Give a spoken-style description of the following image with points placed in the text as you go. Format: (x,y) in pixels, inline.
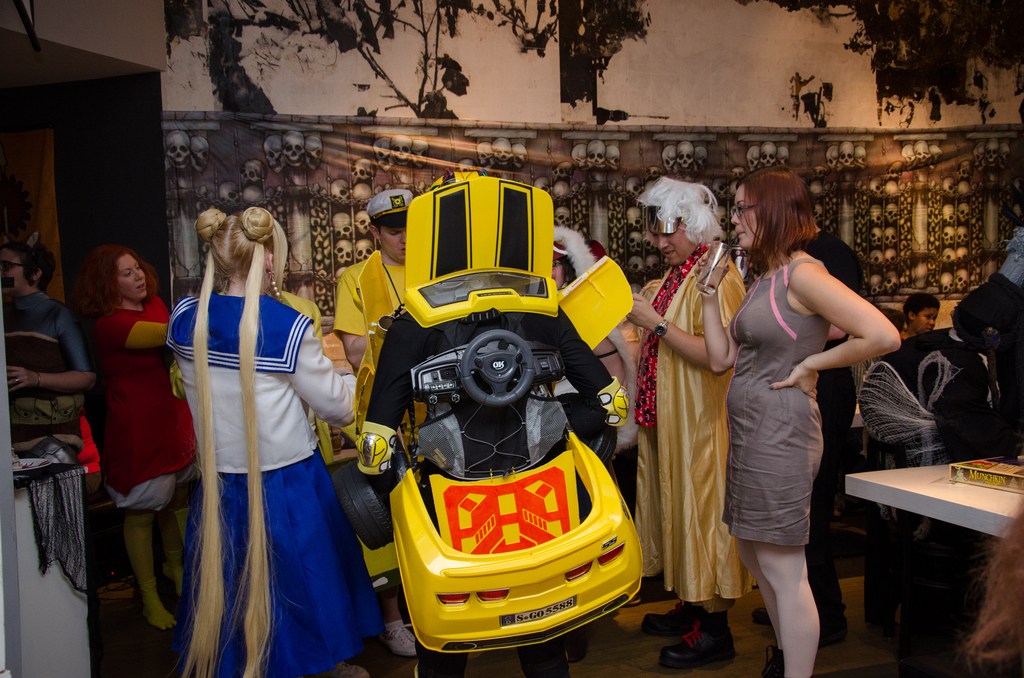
In this image I can see a toy car (431,243) visible in the foreground (522,355) I can see there are persons (87,354) wearing different costumes (71,360) in front of the toy car (518,345) and I can see a table (928,475) on the right side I can see a curtain (623,206) visible in the backside of the persons (623,389) and the wall (237,85) visible at the top (509,21).
